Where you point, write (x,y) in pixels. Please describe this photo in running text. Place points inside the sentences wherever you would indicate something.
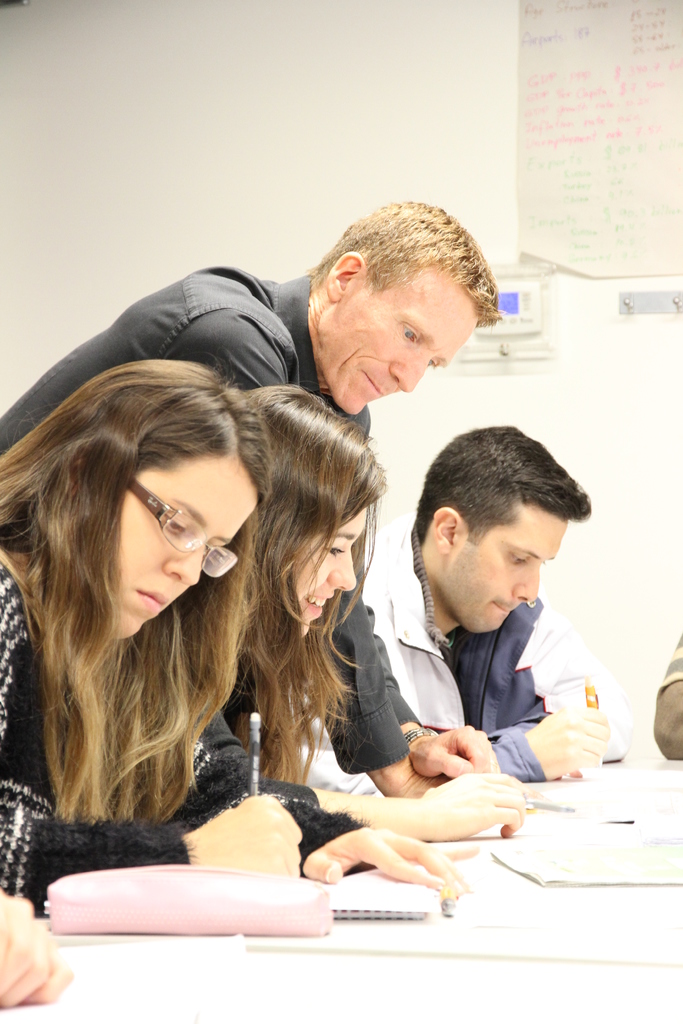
This image is clicked inside a room (21,683). There are four people (24,697) in this image. Three (27,697) are sitting and one person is standing. In the background (195,97), there is a wall (579,331) on which charts (603,260) are pasted. In the front (510,928) there is table (462,978) on which, purse (228,907), books (398,882) and pens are kept. To the left (37,719), the woman (39,715) is wearing black dress (25,709). To the right (488,691), the man (506,694) is wearing white jacket (541,711).
